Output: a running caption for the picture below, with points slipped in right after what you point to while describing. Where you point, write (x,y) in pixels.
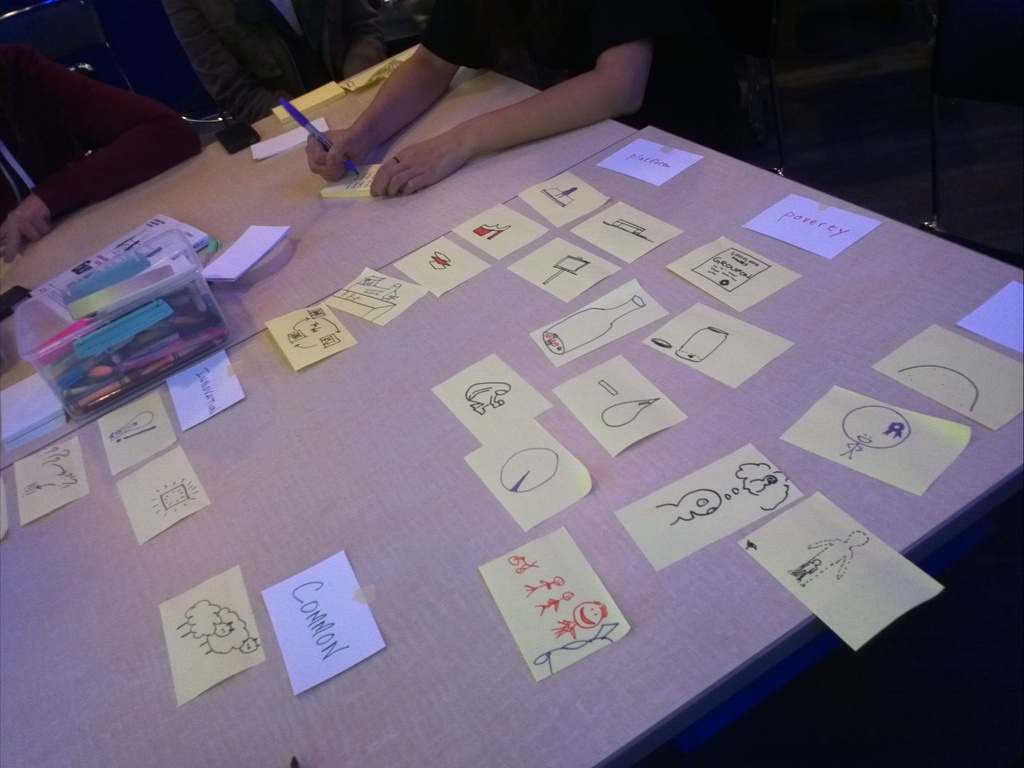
In this picture there is a person (585,54) sitting and writing something on a paper (366,176) and there are few other papers (589,336) beside him and there are some other objects (142,281) in front of him.
